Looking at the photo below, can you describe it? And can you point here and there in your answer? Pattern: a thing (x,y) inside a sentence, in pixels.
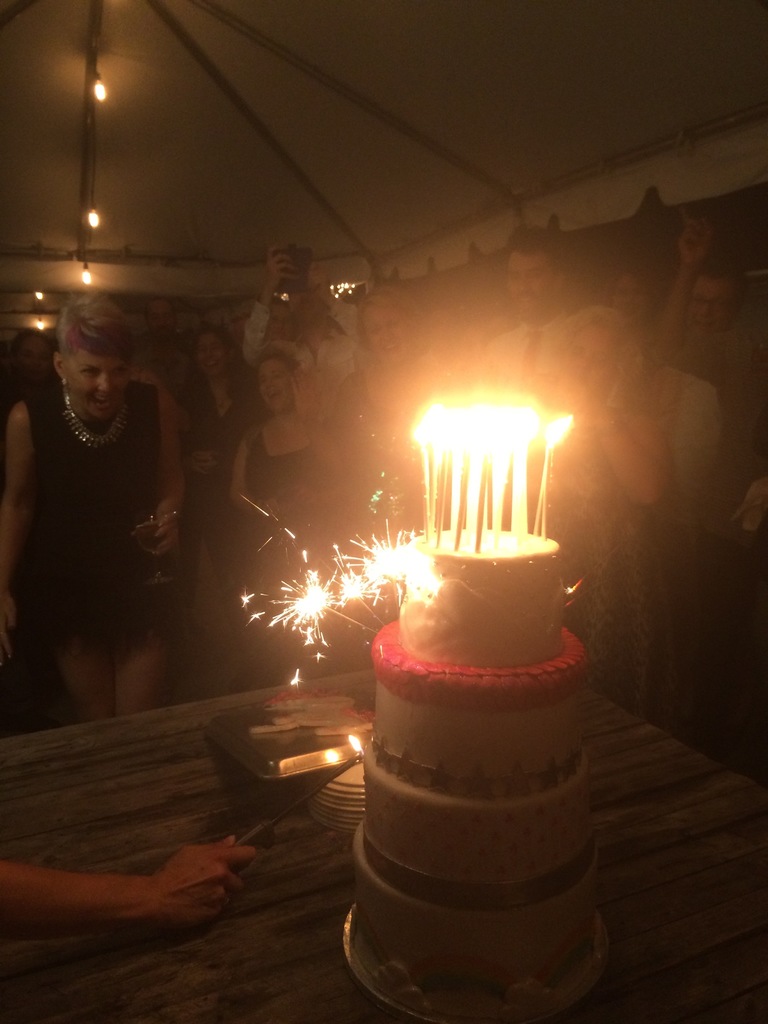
In this image in front (665,860) there is a table (132,765). On top of it there is a cake (509,760). On top of the cake (485,715) there are candles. There are plates (342,807). There is a tray (331,757) and we see a hand (209,894) of a person (177,860) holding the lighter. Behind the table (200,719) there are people (24,365). On top of the image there are lights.
